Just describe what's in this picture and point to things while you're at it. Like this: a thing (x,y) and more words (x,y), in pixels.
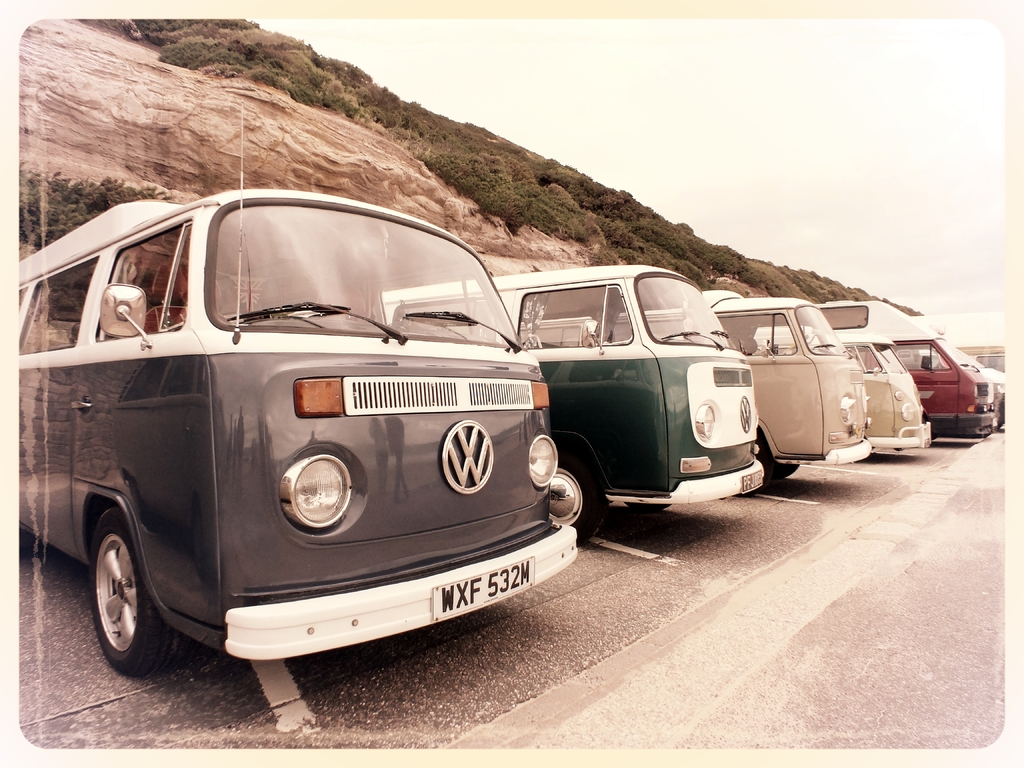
In this image I can see there are few vehicles (747,445) parked at left side (327,624) and it has doors (134,337), mirrors (120,313), windows (281,294) and headlights (302,469). There is a mountain (156,137) in the backdrop (203,134) and there are few trees (503,170) on it. The sky (789,124) is clear.
